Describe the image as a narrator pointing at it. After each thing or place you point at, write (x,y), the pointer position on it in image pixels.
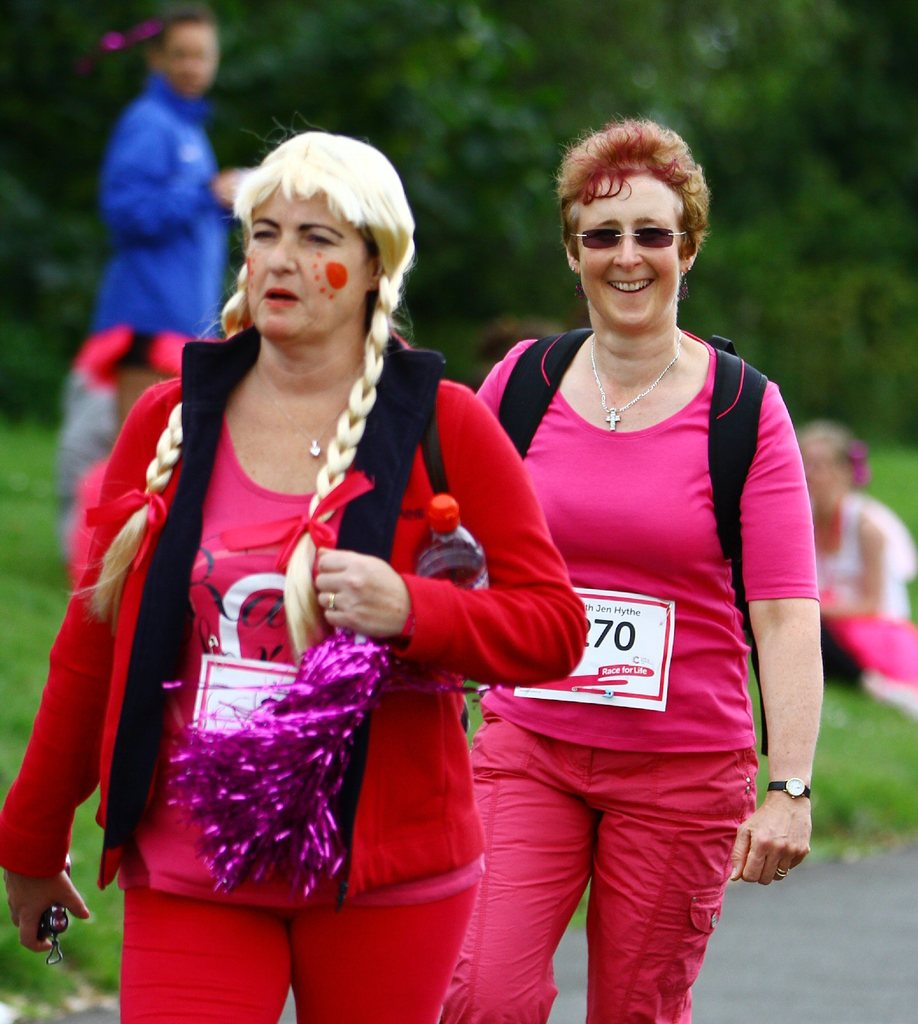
In this image we can see two women (352,863). One woman (607,518) is wearing pink color dress (642,563) and carrying bag (735,460). The other woman (171,573) is wearing a red color dress (251,972), carrying bag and holding objects (350,629) in her hands (78,912). In the background (95,205), we can see people (842,456), grassy land (50,433) and trees (323,70).
